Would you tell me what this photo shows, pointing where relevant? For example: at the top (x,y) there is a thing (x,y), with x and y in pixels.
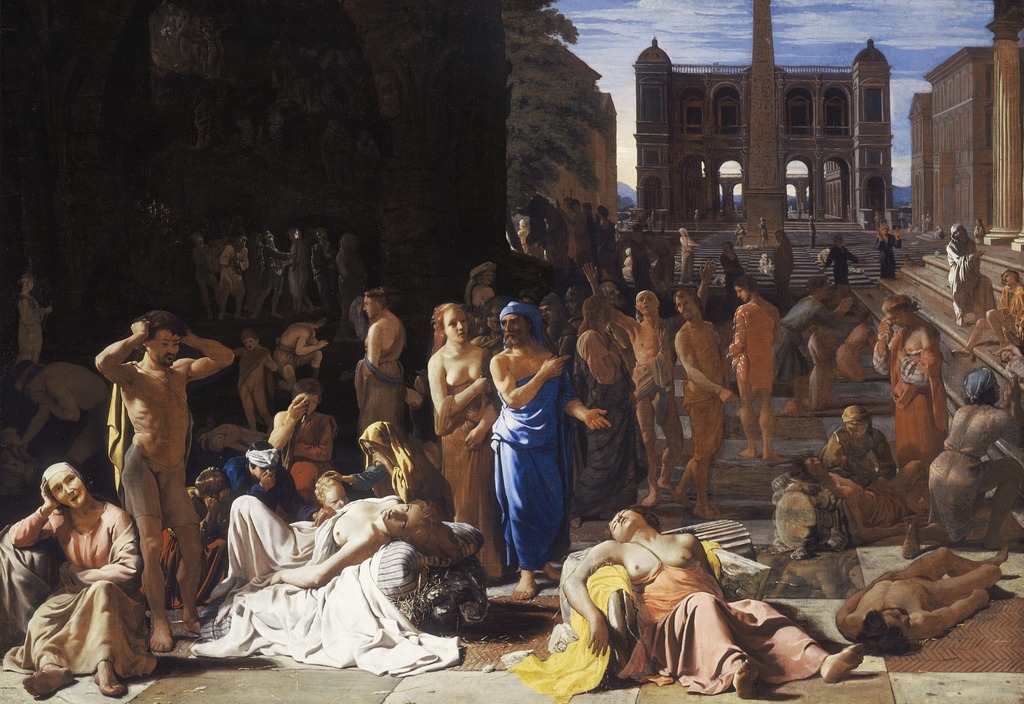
In this image we can see an animated picture of few people (831,484), some of them are standing, some of them are sitting and some of them are lying on the floor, there are stairs (759,493) and there are few objects (472,540) on the floor (316,684), there are buildings (872,108) and the sky (673,46) with clouds (626,44) in the background (944,15).
